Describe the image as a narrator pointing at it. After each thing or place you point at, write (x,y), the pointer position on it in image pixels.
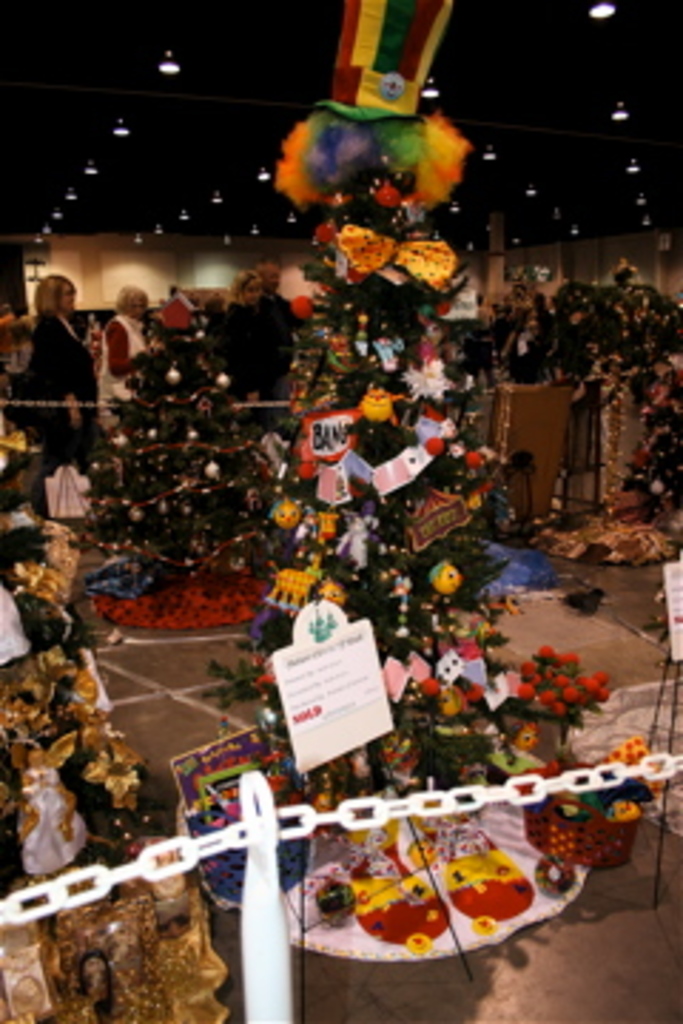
In this image there are group of people (69,362), there are trees (363,219) decorated with balls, ribbons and toys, and there are boards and chain barriers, and in the background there are lights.
